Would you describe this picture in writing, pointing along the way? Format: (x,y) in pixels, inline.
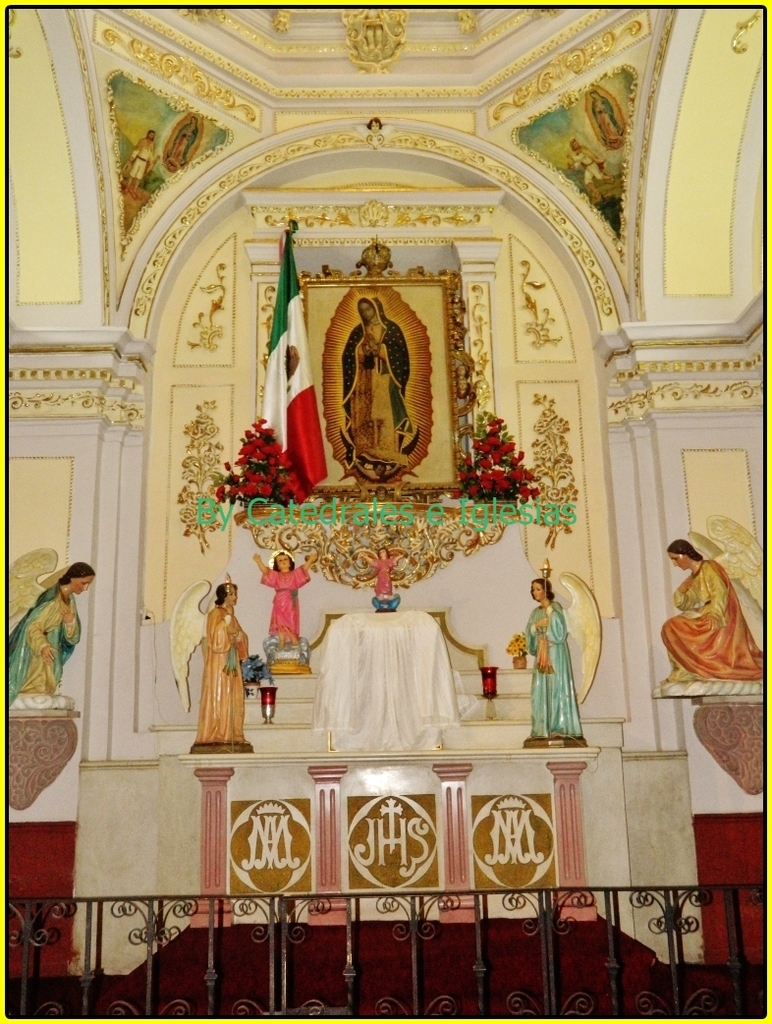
In this image I can see the wall (246,321) and in the front of it I can see a flag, few plants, few sculpture (225,708) and a white colour cloth (363,644). On the bottom side of this image (164,908) I can see black colour railing (553,1012).
